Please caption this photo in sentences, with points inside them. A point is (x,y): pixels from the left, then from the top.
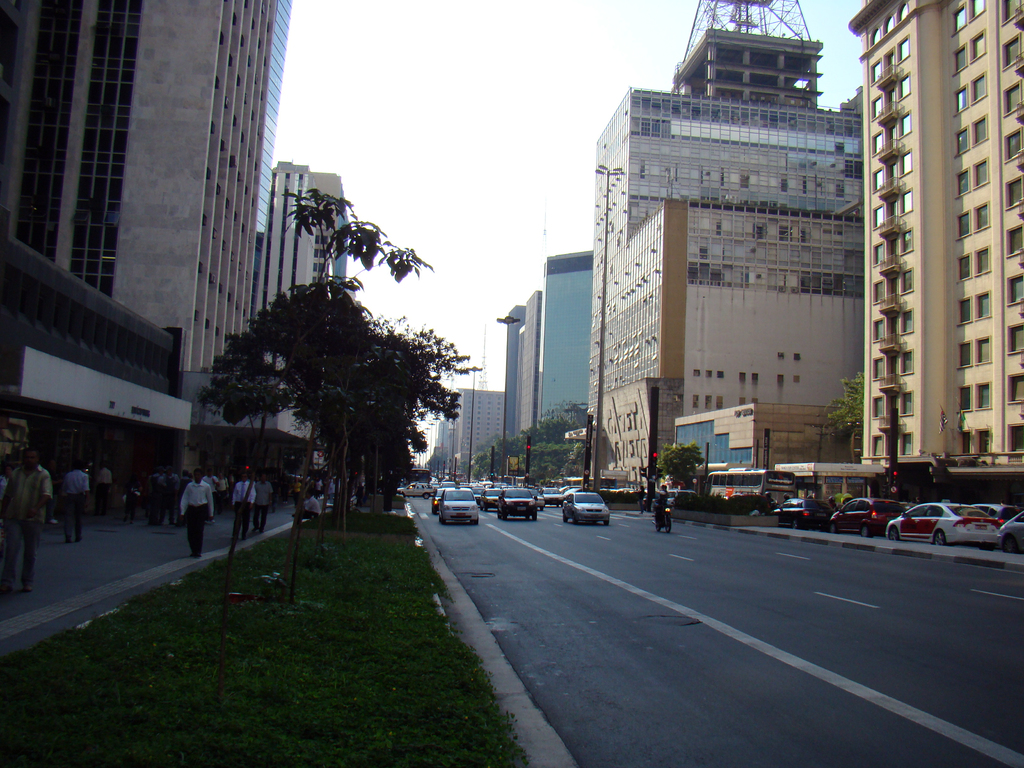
This image is clicked on the road (713,669). There are vehicles (579,510) moving on the road (502,533). To the left (327,715) there trees (327,479) and grass (324,574) on the divider (252,673). There are buildings (244,220) on the either sides of the image. There are poles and traffic signal poles (653,450) in the image. There are people (161,512) walking on the walkway (67,554). At the top (436,115) there is the sky (438,117).
